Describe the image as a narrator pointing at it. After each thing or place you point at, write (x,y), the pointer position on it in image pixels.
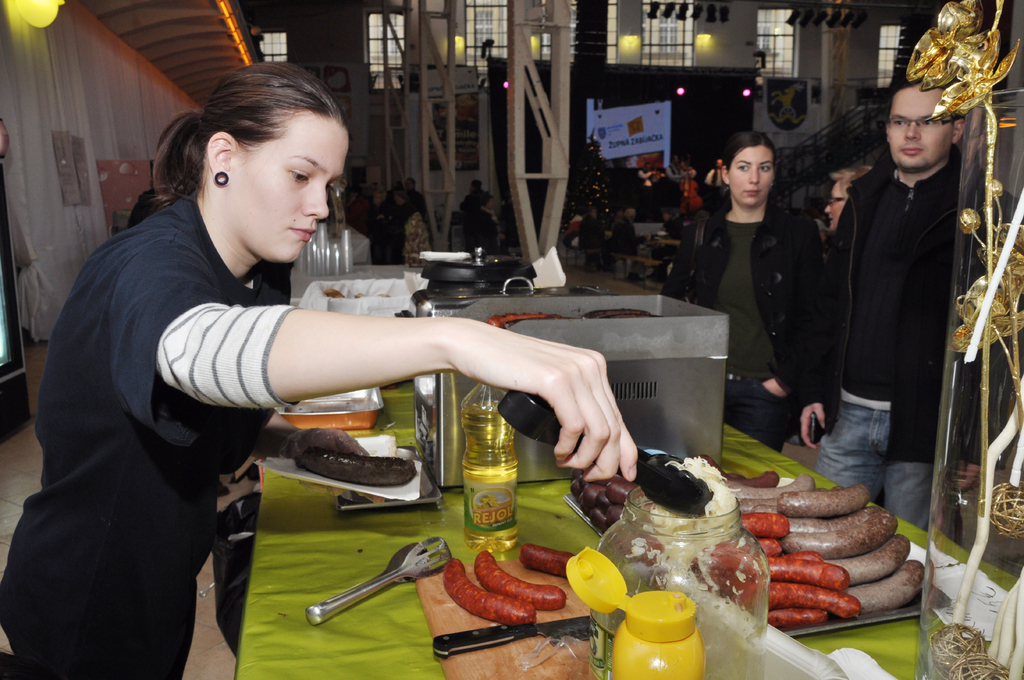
In front of the image there is a woman (212,414) holding tongs (521,424) in her hand (629,441), in front of the woman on the table (549,533) there are hot dogs (816,514), tongs (414,551), bottle of oil (489,531) and some other objects (384,301), in front of the table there are a few people (832,272) standing, in the background of the image (655,257) there are a few other people (624,222), there are metal rods (515,156), a screen (667,149), on top of the image (822,8) there are lights (632,43), behind the screen (592,109) on the wall (477,118) there are banners (475,84), on top of the banners (466,82) there are windows (479,52) with metal rods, behind the woman (194,151) there is a curtain (54,100), on the curtain (54,100) there are posters (71,180) and there are some objects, on top of the curtain (40,46) there are lamps (232,25).
